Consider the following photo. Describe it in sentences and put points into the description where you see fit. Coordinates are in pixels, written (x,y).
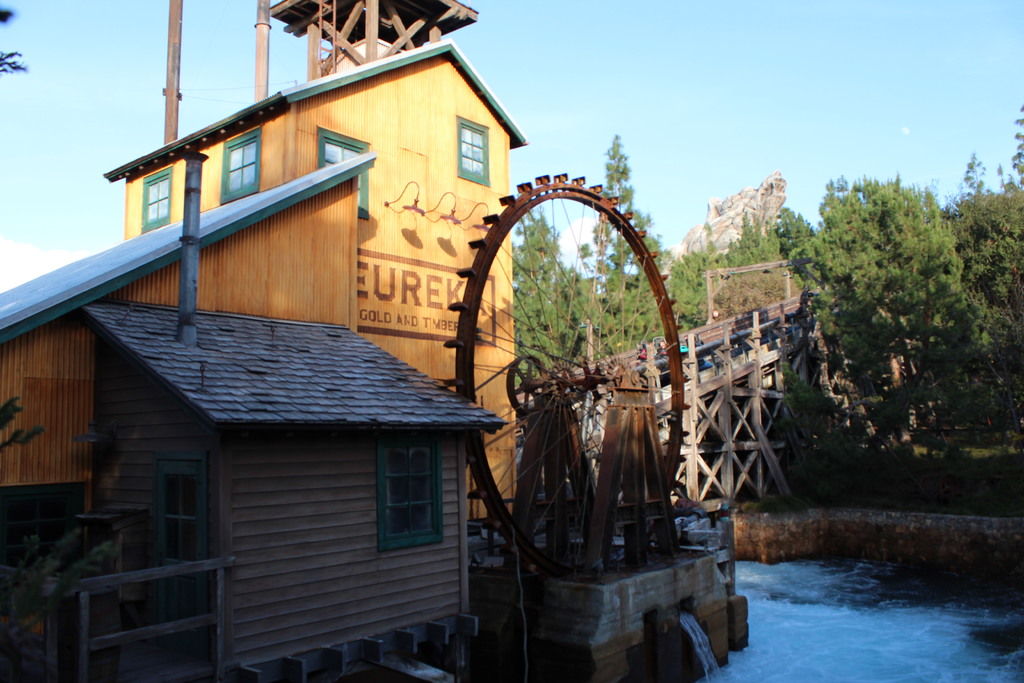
In this image there is a building (347,380), in front of that there is a some circular machine (667,342) from which there is a water flow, beside that there water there is a bridge (687,475) and trees (934,246).
